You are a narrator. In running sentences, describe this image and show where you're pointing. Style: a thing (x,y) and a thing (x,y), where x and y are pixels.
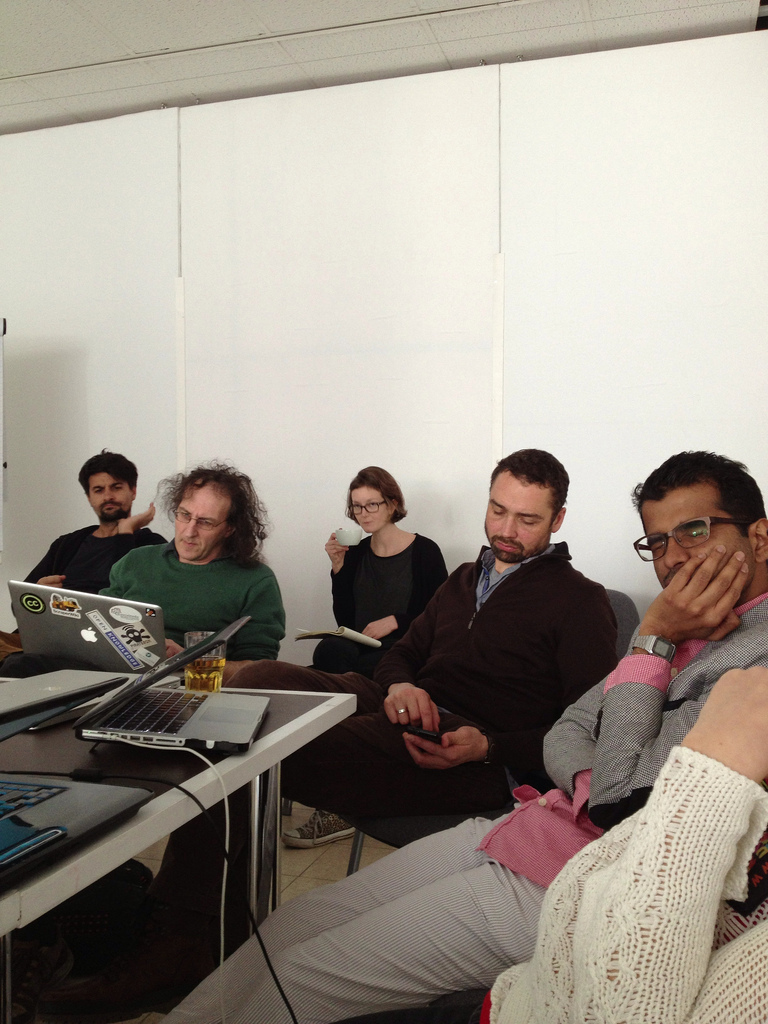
This image is clicked in a room (159,421). There are table (269,722) and chairs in this room (17,560). People (457,646) are sitting on chairs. Table (329,712) is in the bottom left corner (67,739). On the table (158,770) there are laptops (180,708) placed.
